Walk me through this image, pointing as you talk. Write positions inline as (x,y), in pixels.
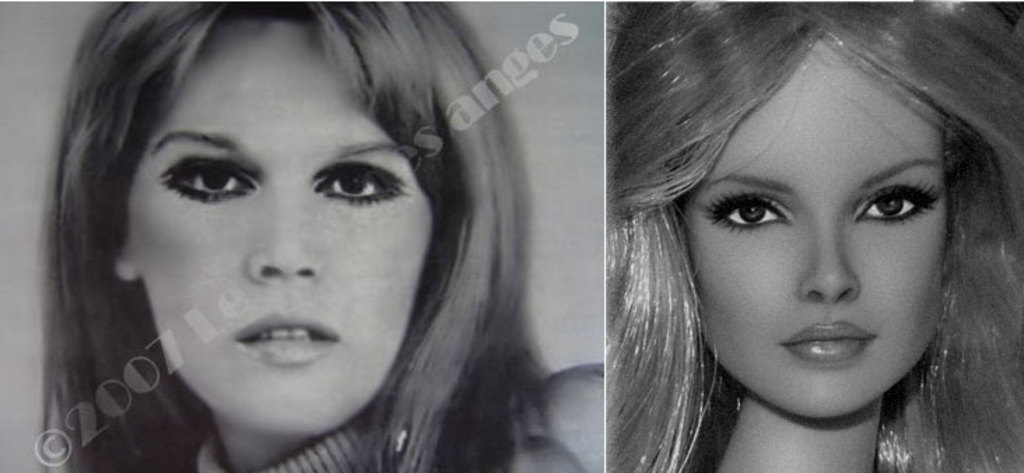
In this picture I can see it looks like a photo collage, on the left side (144,302) there is an image of a woman (364,236), in the middle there is the watermark (569,31). On the right side (703,305) there is an image of a doll (798,315).
